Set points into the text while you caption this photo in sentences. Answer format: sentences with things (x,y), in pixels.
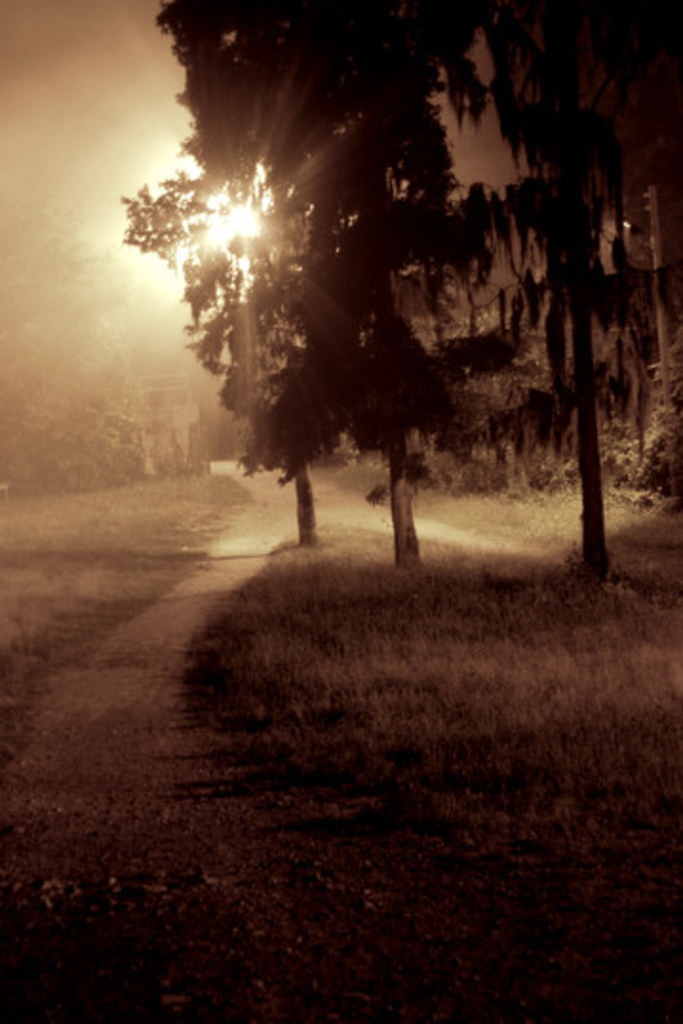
In this image we can see trees (300,443), grass (160,499), a house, also we can see the sun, and the sky (118,92).
